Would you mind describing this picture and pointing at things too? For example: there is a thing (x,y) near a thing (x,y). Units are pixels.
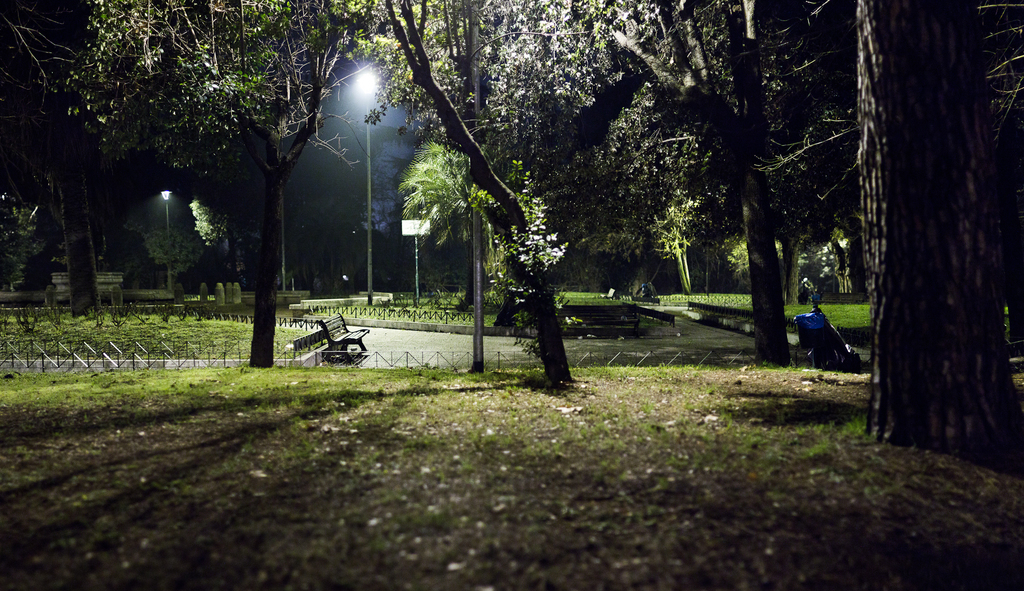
In the picture we can see the grass surface (833,383) with some trees (911,265) and behind it, we can see a path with a bench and behind it also we can see some trees (112,248) and poles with the lights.
